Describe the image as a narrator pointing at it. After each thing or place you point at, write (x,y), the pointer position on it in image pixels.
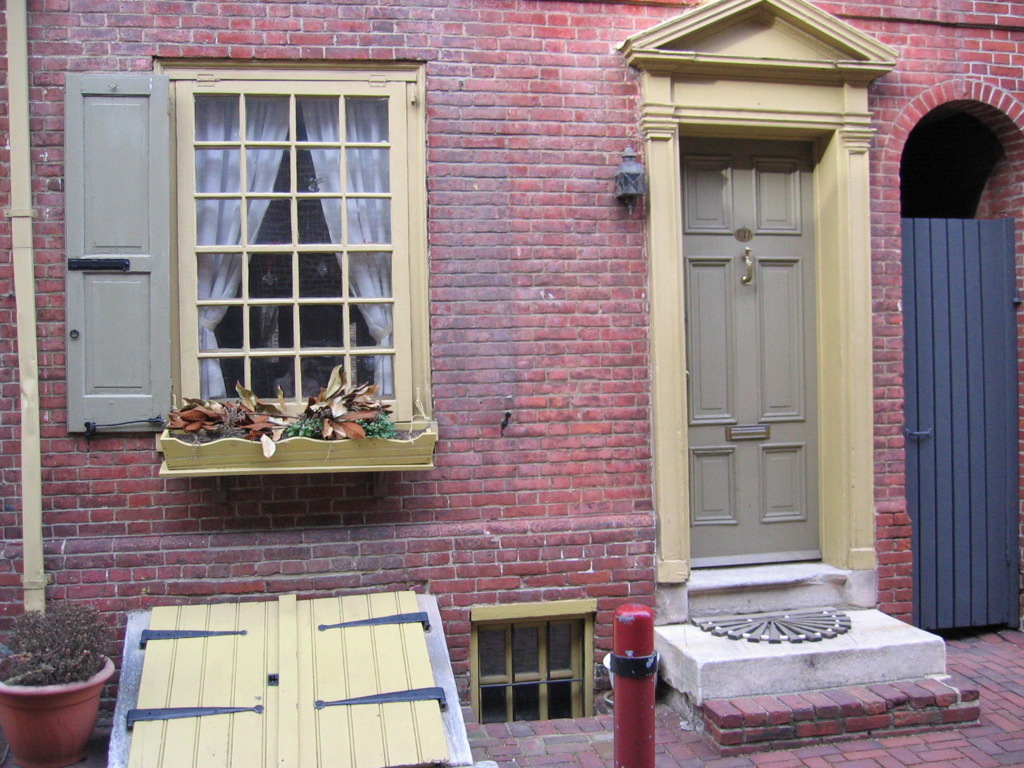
In this image on the left side (58,656) I can see a plant (61,650) in the pot (57,726). I can see a house (470,373) with a door (759,388) and a window (260,291).
